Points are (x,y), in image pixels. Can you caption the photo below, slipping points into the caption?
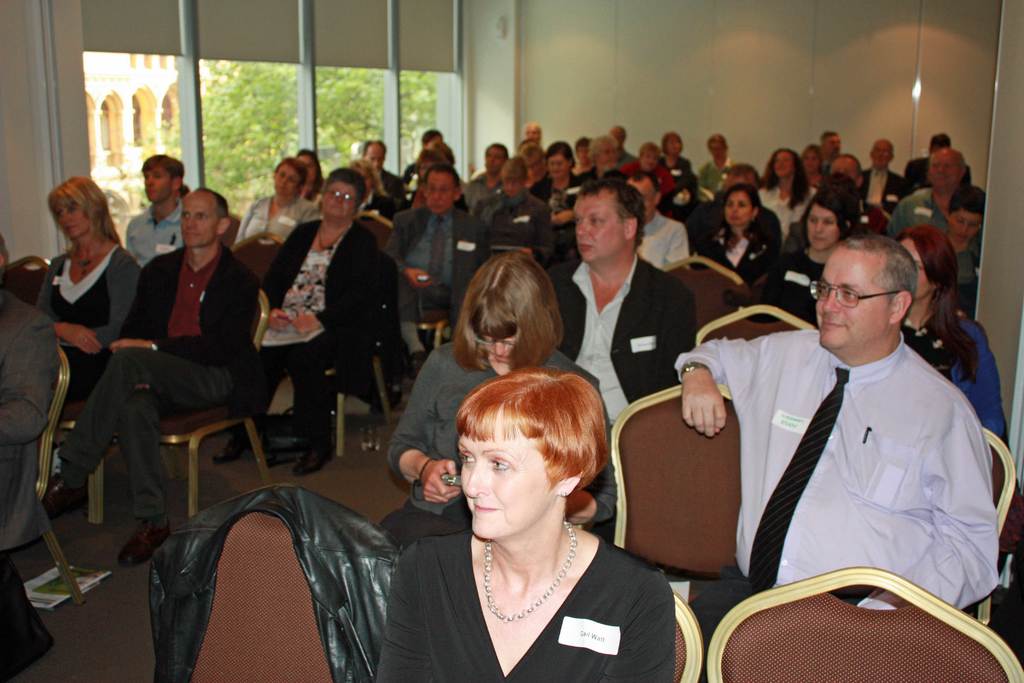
In this picture we can see some persons (438,527) sitting on the chairs (877,651). This is the floor (109,649). And this is the wall (740,74). We can see a tree (240,96) and a building (117,66) from the glass (322,85).
